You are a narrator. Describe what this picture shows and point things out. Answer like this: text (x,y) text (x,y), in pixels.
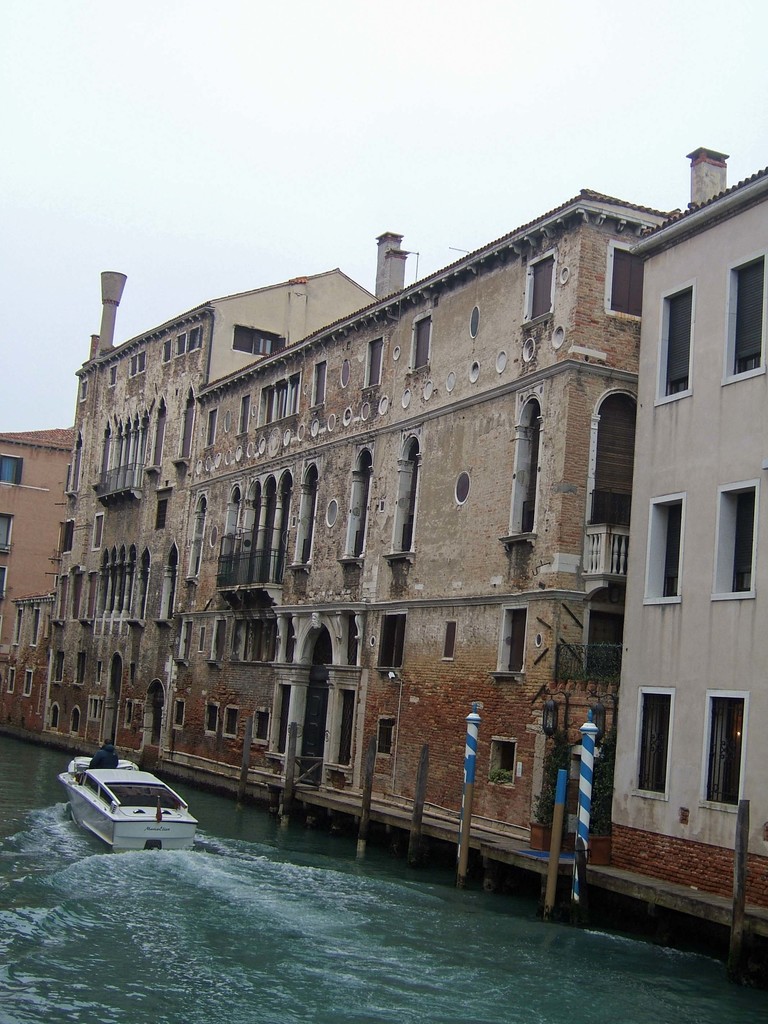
In this image there are buildings (167,692). At the bottom (392,973) there is water (333,980) and we can see a boat (135,845) on the water (155,884). In the background (281,178) there is sky (341,111). There is a person (94,759) in the boat (119,774).
